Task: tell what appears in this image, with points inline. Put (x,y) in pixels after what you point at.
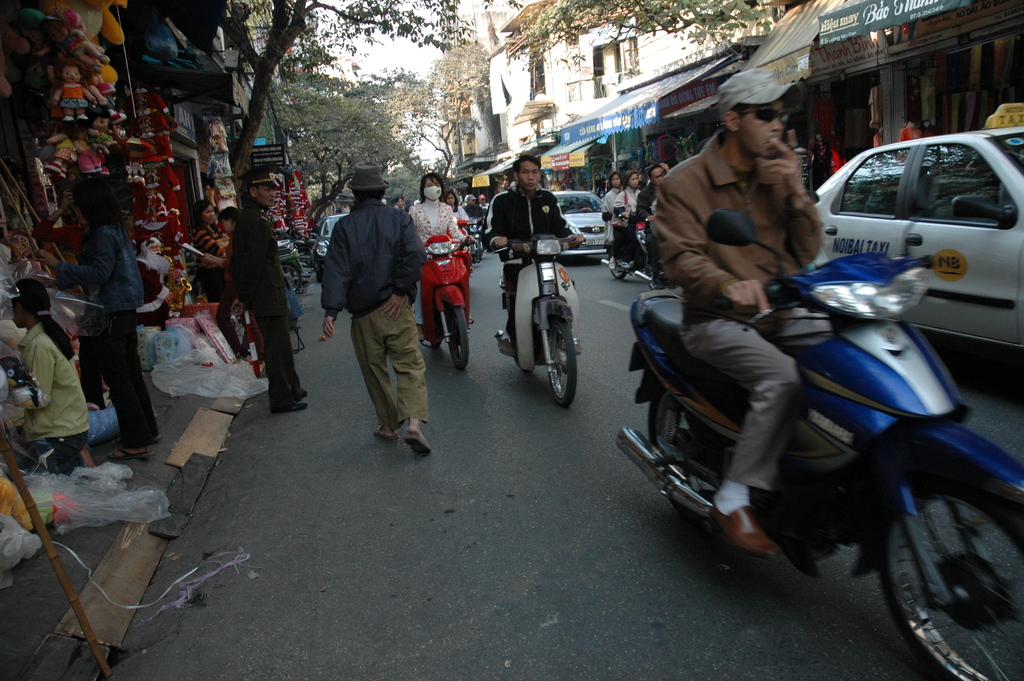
This picture is taken on a road (374,524). There are many people (390,304) walking, riding motorbikes (444,269) and cars (885,249) on the road (624,424). To the left corner of the image (61,242) there are toy shops (66,126) and people (130,328) are standing at it. To the right corner of the image (918,115) there are many shops (692,134). In the background (597,152) there is a building (515,76), tree (436,96) and sky (372,60).
